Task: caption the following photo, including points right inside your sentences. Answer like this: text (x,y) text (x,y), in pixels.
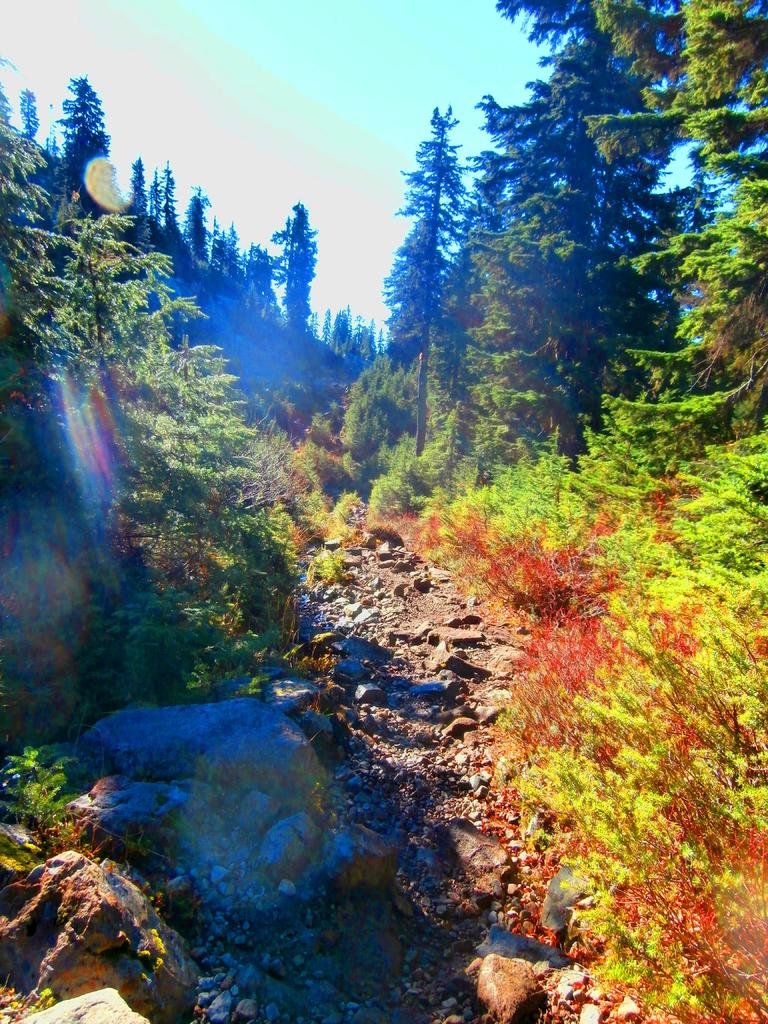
In this image we can see trees (551,339), stones (343,645) and sky (405,128).
